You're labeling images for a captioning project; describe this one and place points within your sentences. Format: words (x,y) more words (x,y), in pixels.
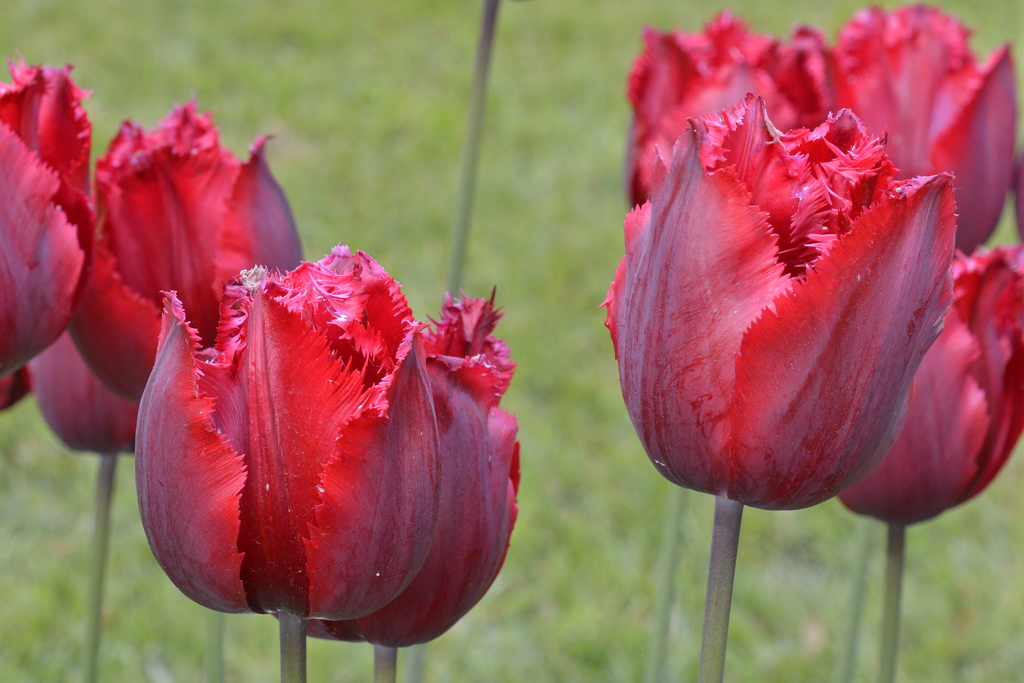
In this image there are red color flowers (293,334), and there is blur background (530,674).
